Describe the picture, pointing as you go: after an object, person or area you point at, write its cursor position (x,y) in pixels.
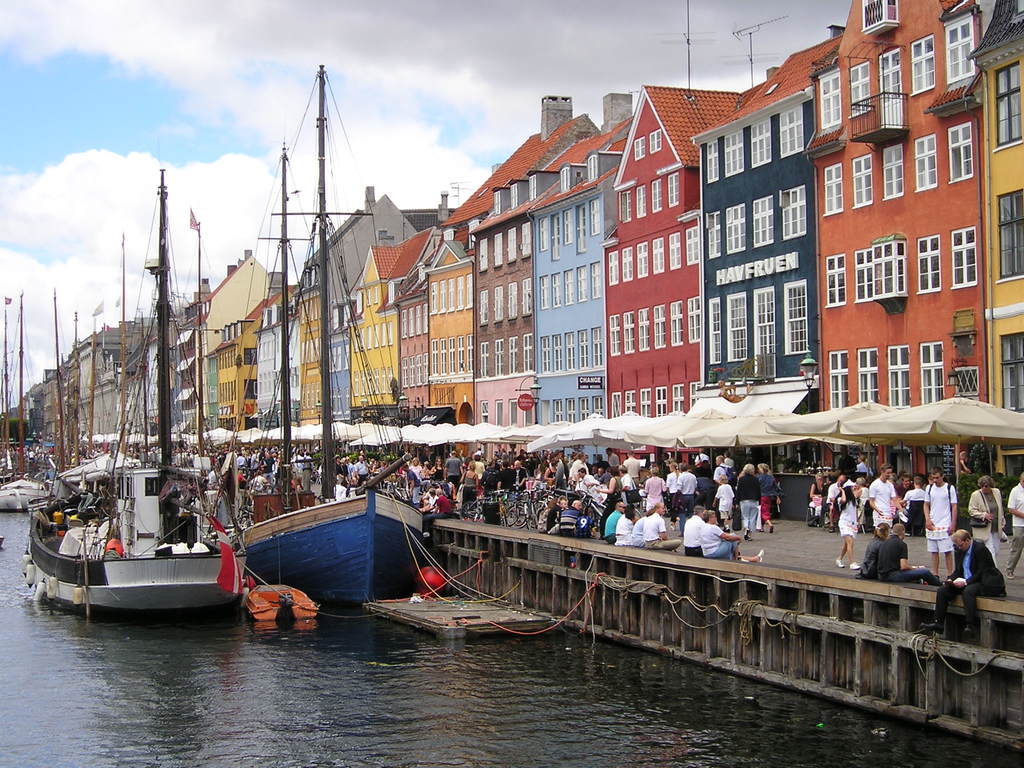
This is the picture of inside of the city (744,189). At the back (941,168) there are buildings (570,350). There are group of people (705,520) on the road (911,539) and there are tents (469,434) on the road (821,533). At their left there is a water (373,721) and boats (123,503) on the water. At the top (200,102) there is a sky (337,80).
